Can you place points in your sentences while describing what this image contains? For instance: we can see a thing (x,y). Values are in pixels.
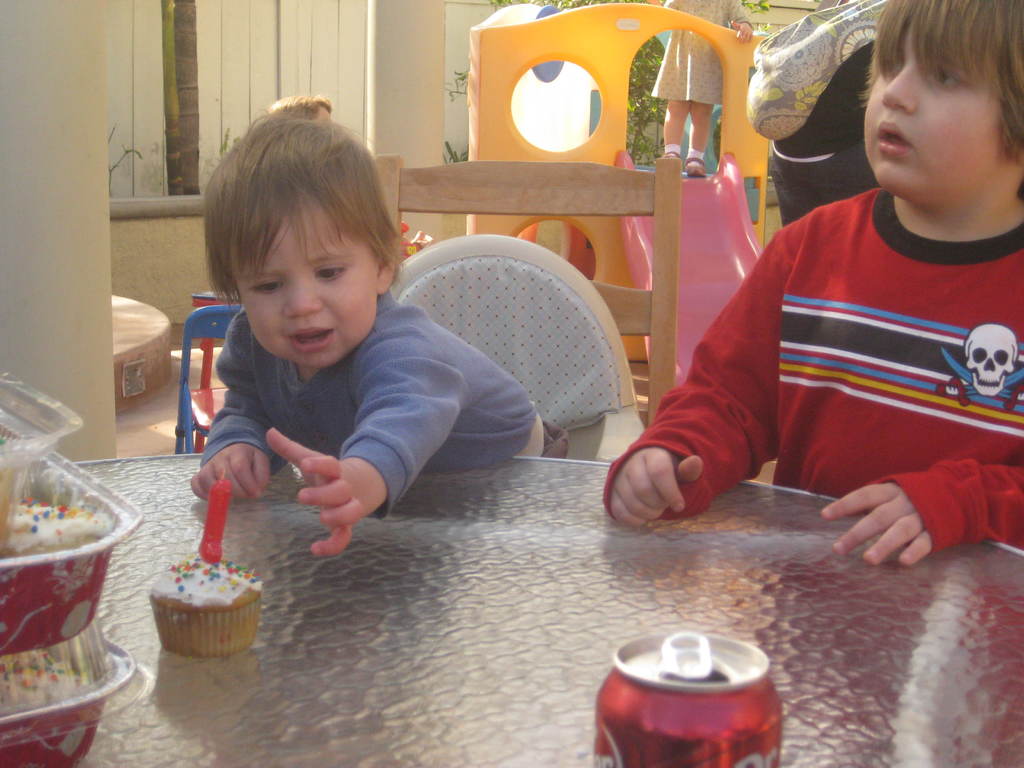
In the foreground of the image (290,544) there is a table (238,537) on which there are cakes (176,582), coke tin (635,650). In the center of the image (428,361) there are two kids (396,349). In the background of the image (575,155) there is a slide (549,49) on which there is a girl (681,73). There is a wall (206,14). There are plants (168,3). To the right side of the image (803,156) there is a person (774,165) standing.
